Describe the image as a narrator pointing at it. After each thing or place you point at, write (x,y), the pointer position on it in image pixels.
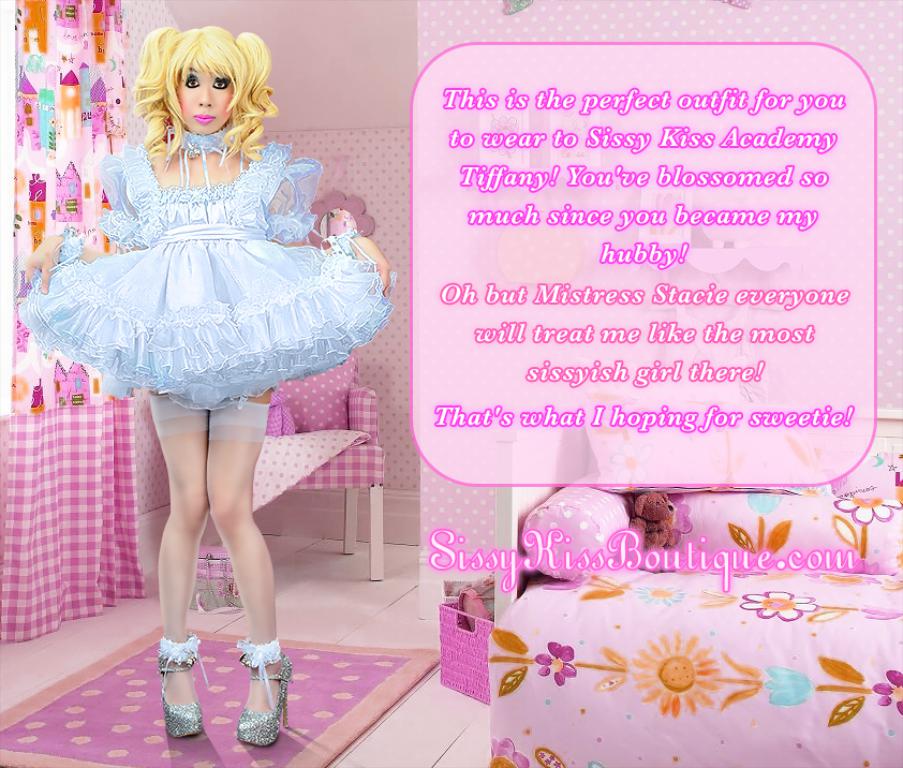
A woman (188,269) is standing on a mat (142,680). Something written on this image. In this image we can see curtain (59,201), chair (336,409), box (210,566), basket (460,661), couch (606,638), teddy (658,538) and pillows (581,528). Above the chair (319,450) there is a cloth (345,448). In the basket (462,645) there are things (482,602).
